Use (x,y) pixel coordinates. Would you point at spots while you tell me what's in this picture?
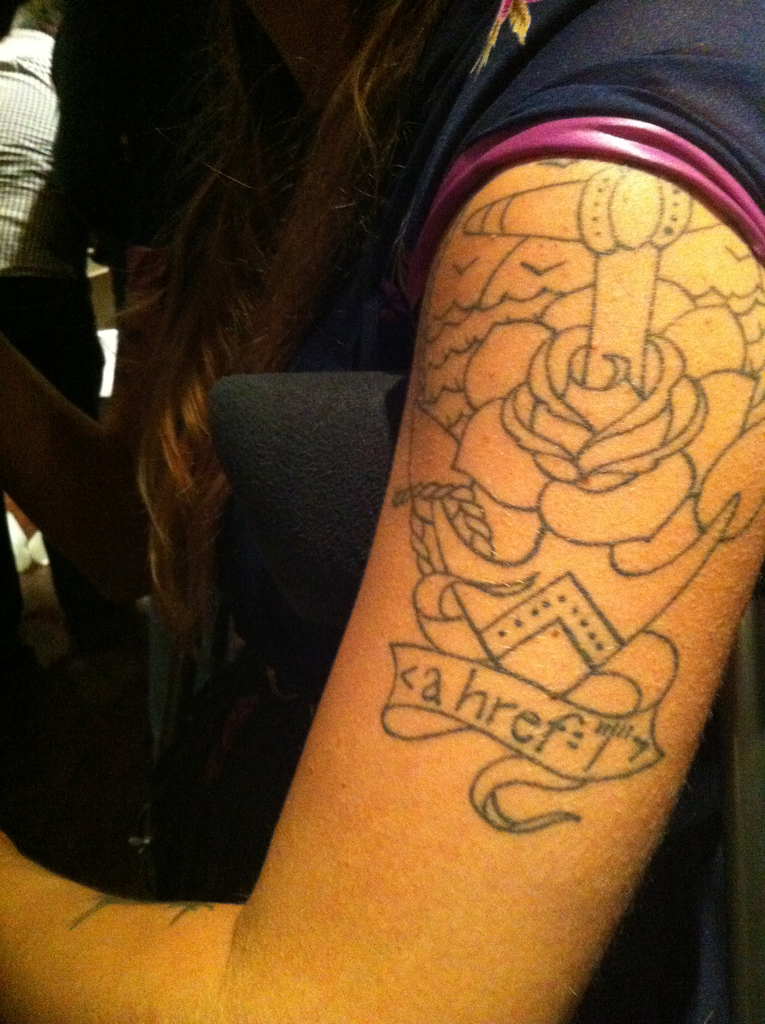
In this image I can see on the right side (658,212) there is the tattoo (513,534) on the hand (482,433) of a girl (481,316).
